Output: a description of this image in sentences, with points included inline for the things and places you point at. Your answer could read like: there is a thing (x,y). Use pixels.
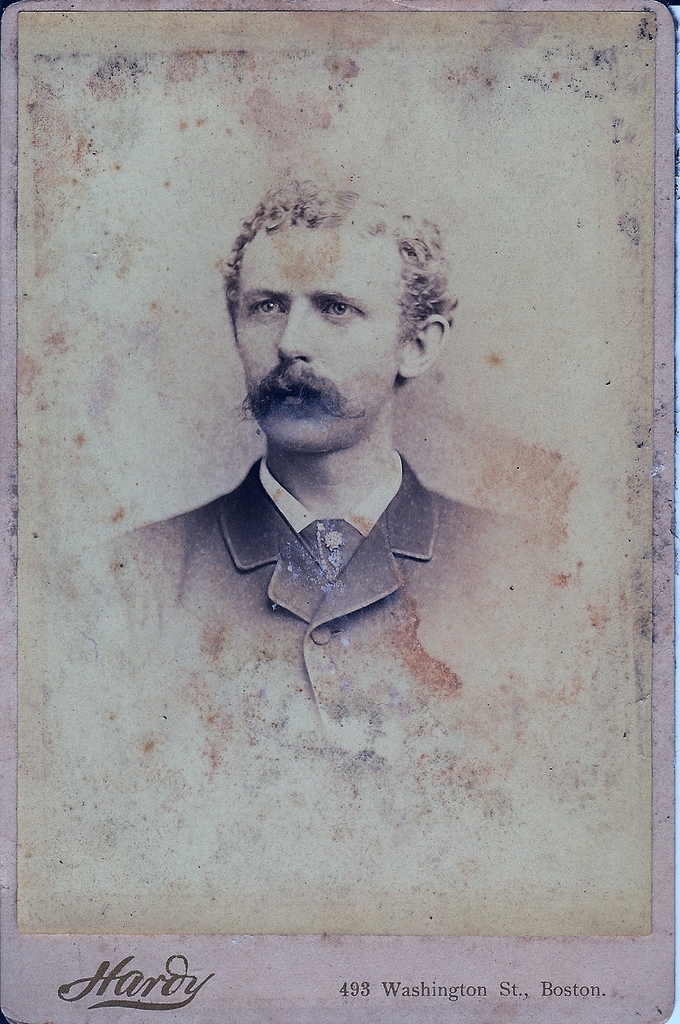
In this picture there is a person (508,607). At the bottom of the picture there is a text (403,995). This picture is a vintage picture.
